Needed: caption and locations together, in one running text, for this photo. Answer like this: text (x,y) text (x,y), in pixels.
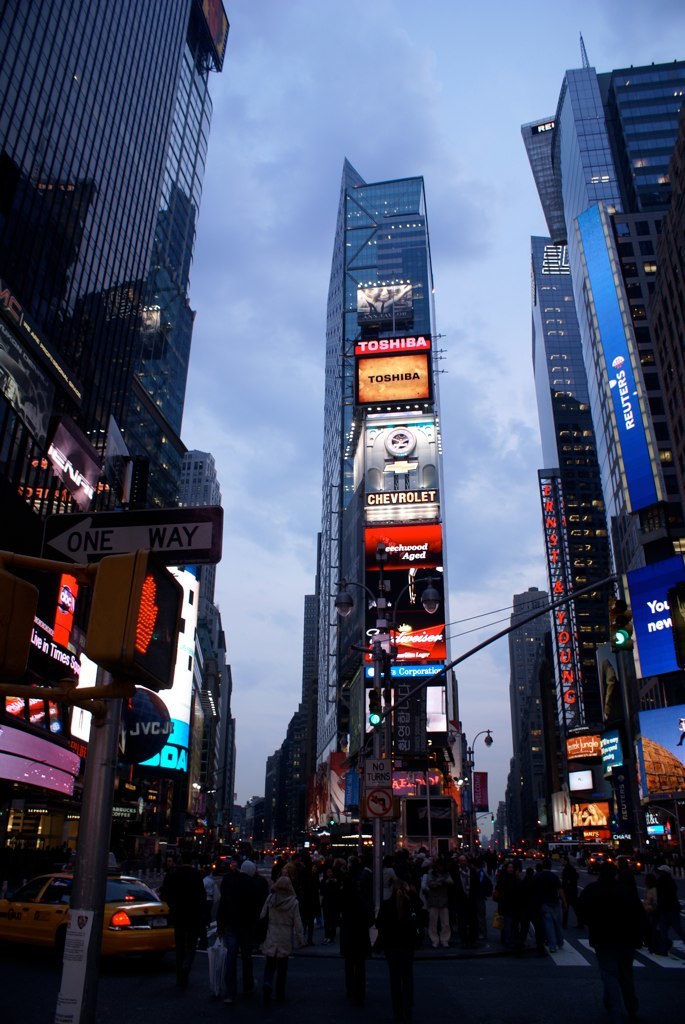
This is the picture of a city (155,618). In this image there are buildings (49,173) and there are boards (66,764) on the buildings (576,508) and there is text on the boards (378,514) and there are poles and there are lights (9,576) and boards (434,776) on the poles (19,564). There are group of people (611,983) walking on the road (575,1000) and there is a car (27,920) on the road (200,1019). At the top (345,115) there is sky (332,163) and there are clouds (363,125). At the bottom (451,962) there is a road (429,975).
